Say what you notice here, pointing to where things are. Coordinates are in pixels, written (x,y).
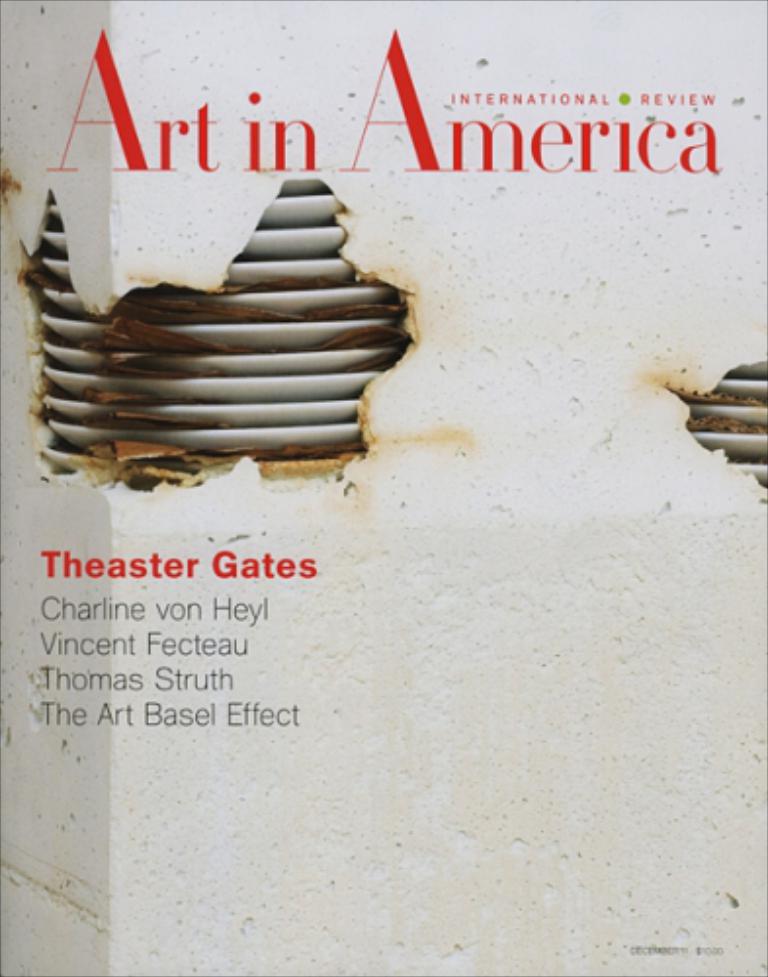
In this picture we can see magazine cover (465,635), on this magazine cover (377,553) we can see text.
